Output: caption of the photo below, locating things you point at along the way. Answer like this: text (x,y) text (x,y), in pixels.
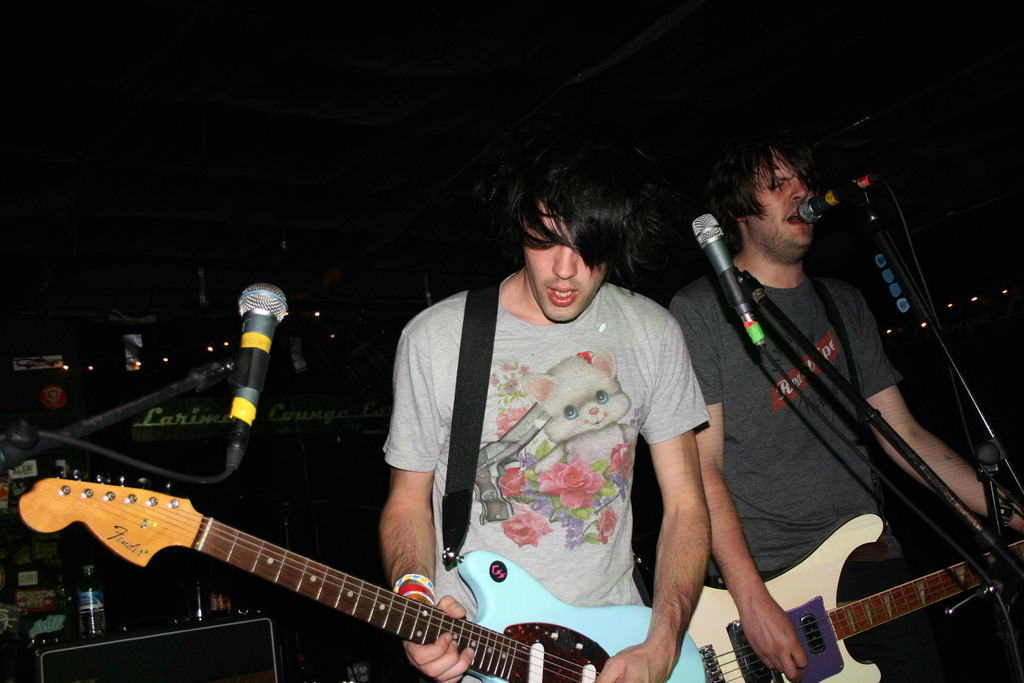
There are two men (627,409) in this picture, holding a guitars (500,634) in their hands (619,678) and playing them. Both of them are having microphones (714,260) and stands (957,506) in front of them. They are singing.
